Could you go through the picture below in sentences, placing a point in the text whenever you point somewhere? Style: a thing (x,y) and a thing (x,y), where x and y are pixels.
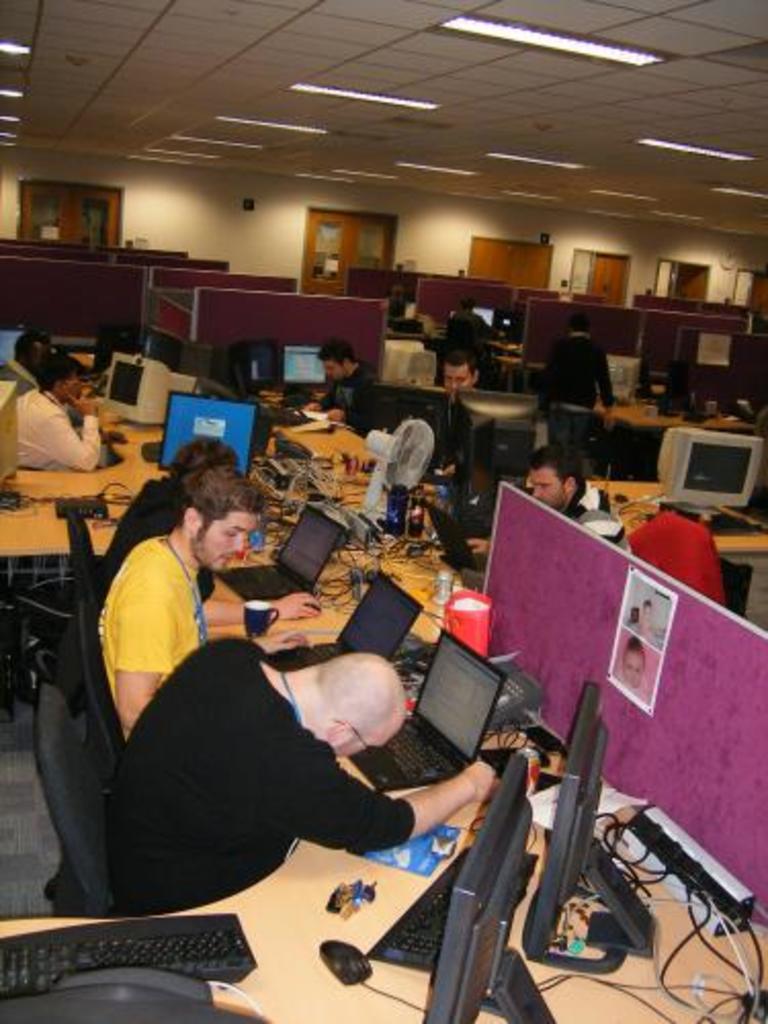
In the image there are computer desk (343,425) on the desk (303,493) there are laptops (312,560), monitors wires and a lot of items (403,432). Many people (235,610) were sitting in front of the gadgets (332,515), in the background (145,224) there is a wall (157,220) and in between the wall (251,228) there are doors (542,269).
